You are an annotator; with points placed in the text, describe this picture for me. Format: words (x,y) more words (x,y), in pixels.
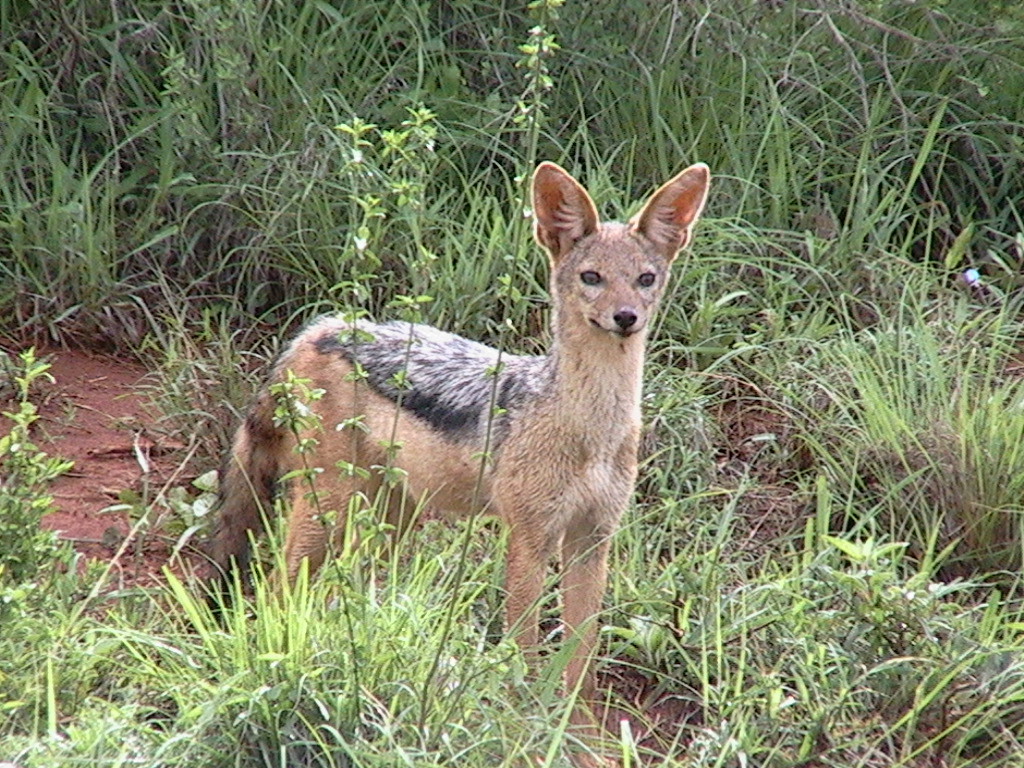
In the picture we can see an animal (573,606) standing on the surface (118,526) and around it we can see full of grass plants (816,477).
